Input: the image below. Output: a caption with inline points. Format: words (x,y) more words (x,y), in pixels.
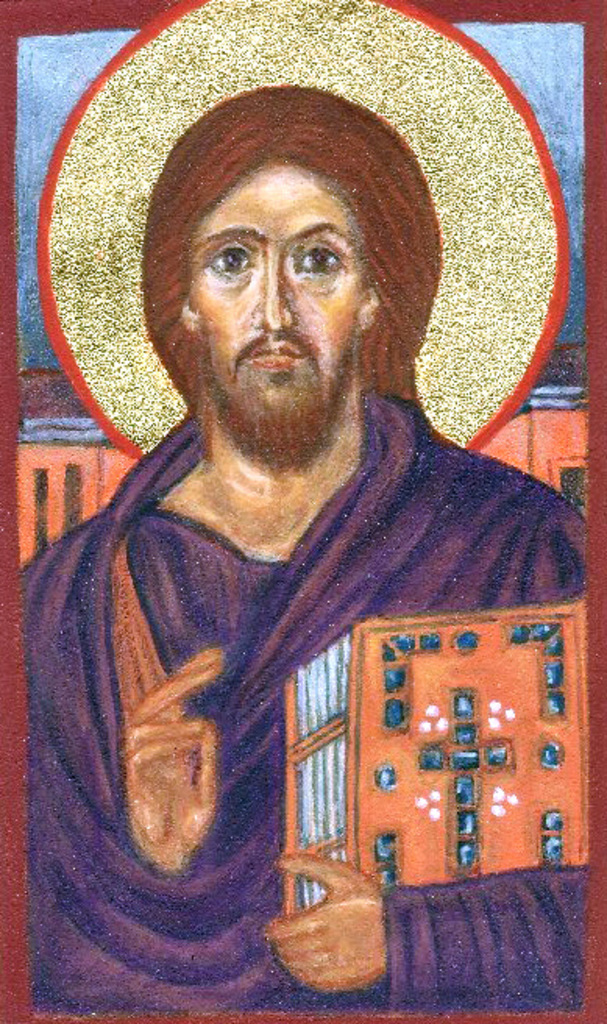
In this image we can see the painting (363,249) of a man (347,428) holding book (434,653) in his hand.
